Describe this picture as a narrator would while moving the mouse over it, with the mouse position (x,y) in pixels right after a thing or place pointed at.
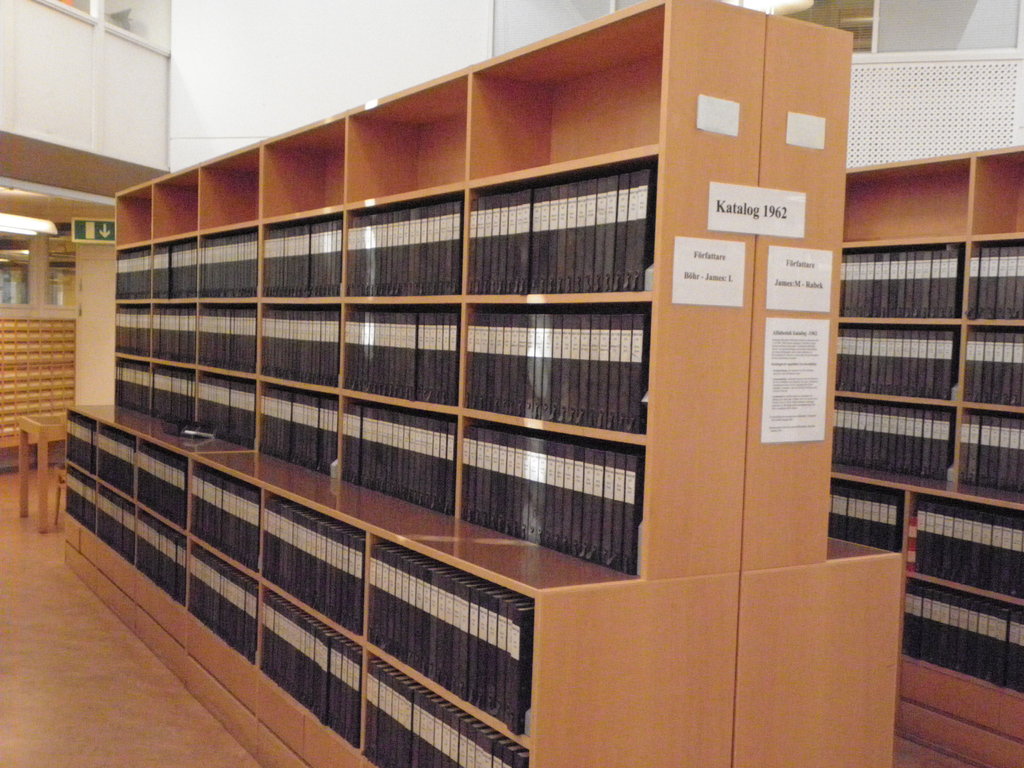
In this image we can see the inner view of a building (376,80) and there are two racks (861,557) with some objects (885,273) and the objects (643,192) looks like books (528,387) and on one rack (817,88) there are some papers (787,203) with text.
